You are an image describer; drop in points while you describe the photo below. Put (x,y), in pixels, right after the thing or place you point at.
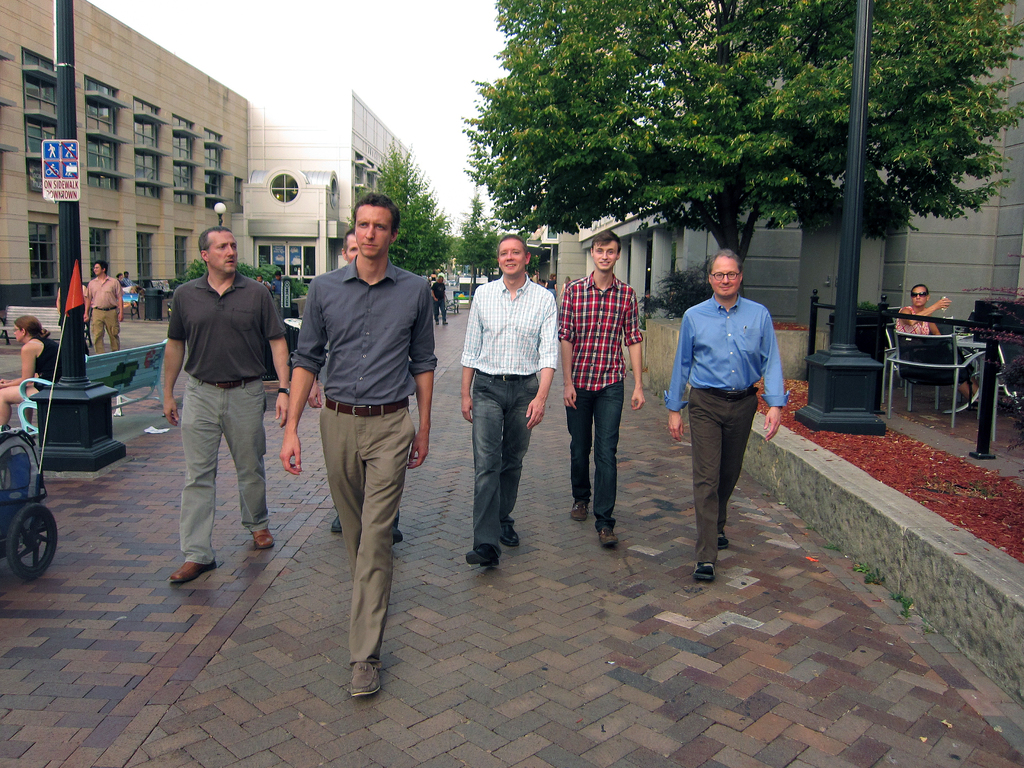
In this picture in the center (366,368) there are persons (247,383) walking. On the right side (920,313) there is a person (921,329) sitting on a chair (925,346) and there is a black colour pole (847,281) and there are trees (720,234), there is a building (758,234). In the background (474,242) there are trees (479,243), persons (434,294) and on the left side (97,177) there are buildings (83,162), there are persons (94,316) standing and sitting and there is a red colour flag (81,304) and black colour pole (76,338).
